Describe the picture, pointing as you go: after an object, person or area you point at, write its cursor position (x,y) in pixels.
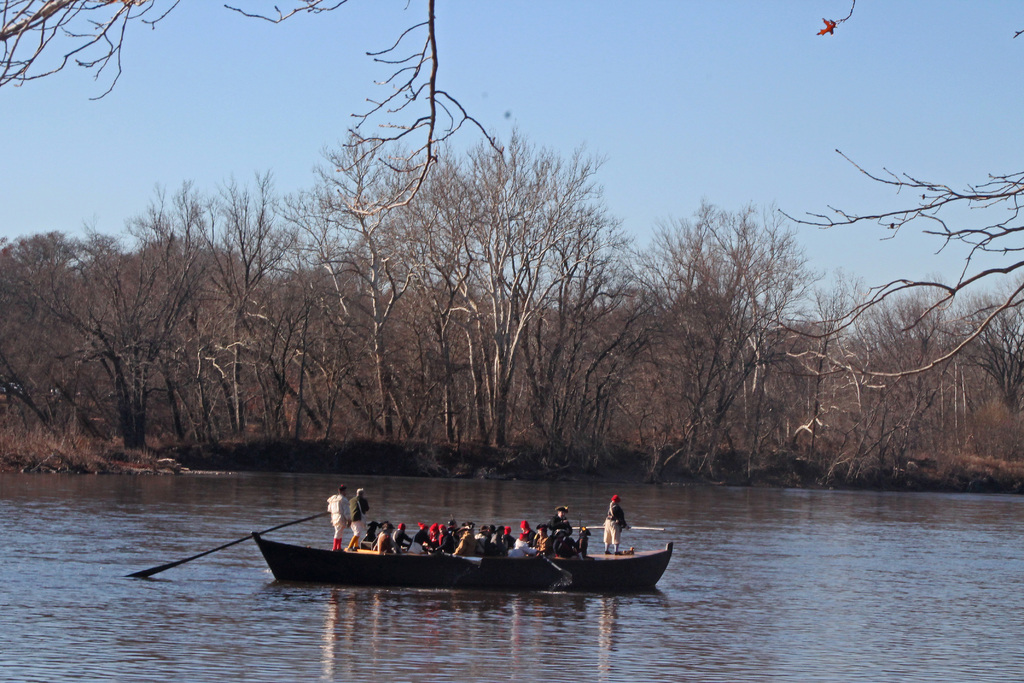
In the picture I can see people (543,548) on the boat (440,565). The boat (440,565) is on the water (418,511). In the background (537,353) I can see trees (551,343) and the sky (603,94).
